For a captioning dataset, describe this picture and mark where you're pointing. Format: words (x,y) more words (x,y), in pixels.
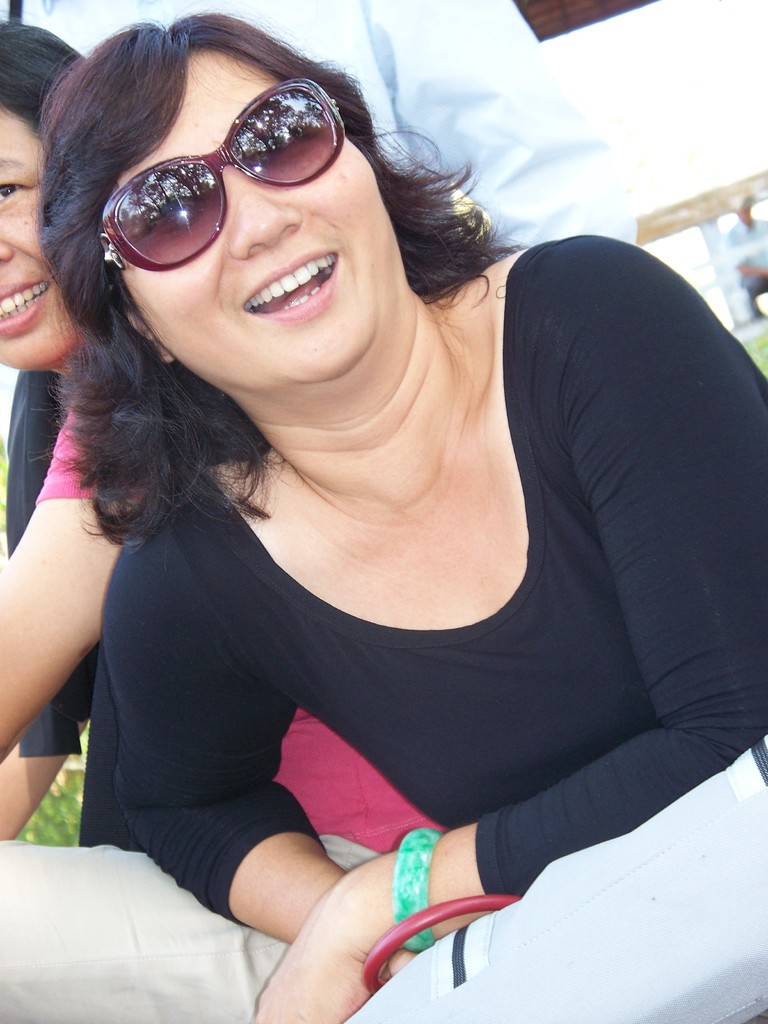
In this picture we can see women (276,340) and they both are smiling. This woman (581,383) wore goggles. Behind to them we can see another person (519,202).
